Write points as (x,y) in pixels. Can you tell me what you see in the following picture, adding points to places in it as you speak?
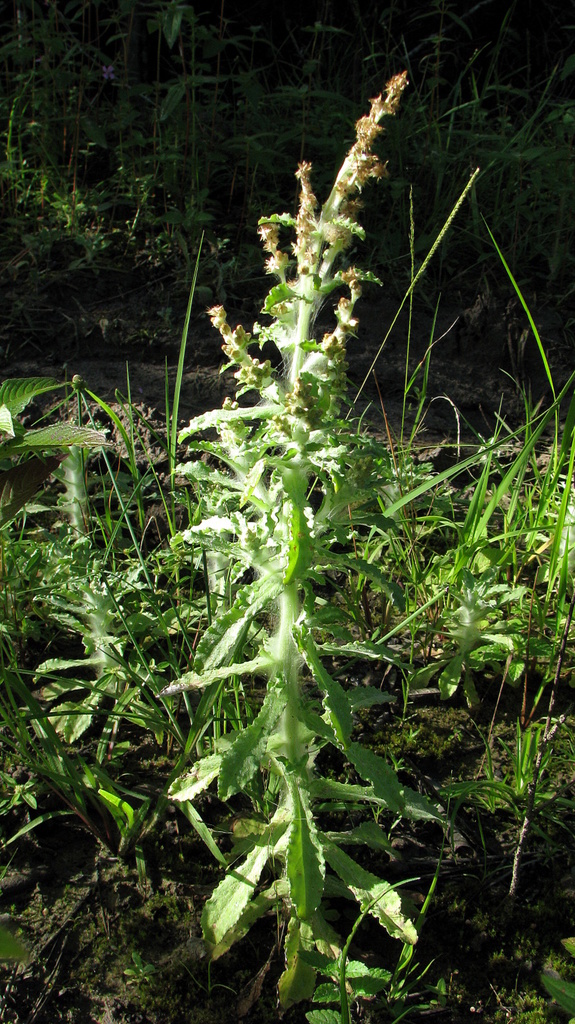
In the center of this picture (315,540) we can see the plants (290,701) and the grass (212,708). In the background (299,148) we can see the plants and the ground (426,400).
